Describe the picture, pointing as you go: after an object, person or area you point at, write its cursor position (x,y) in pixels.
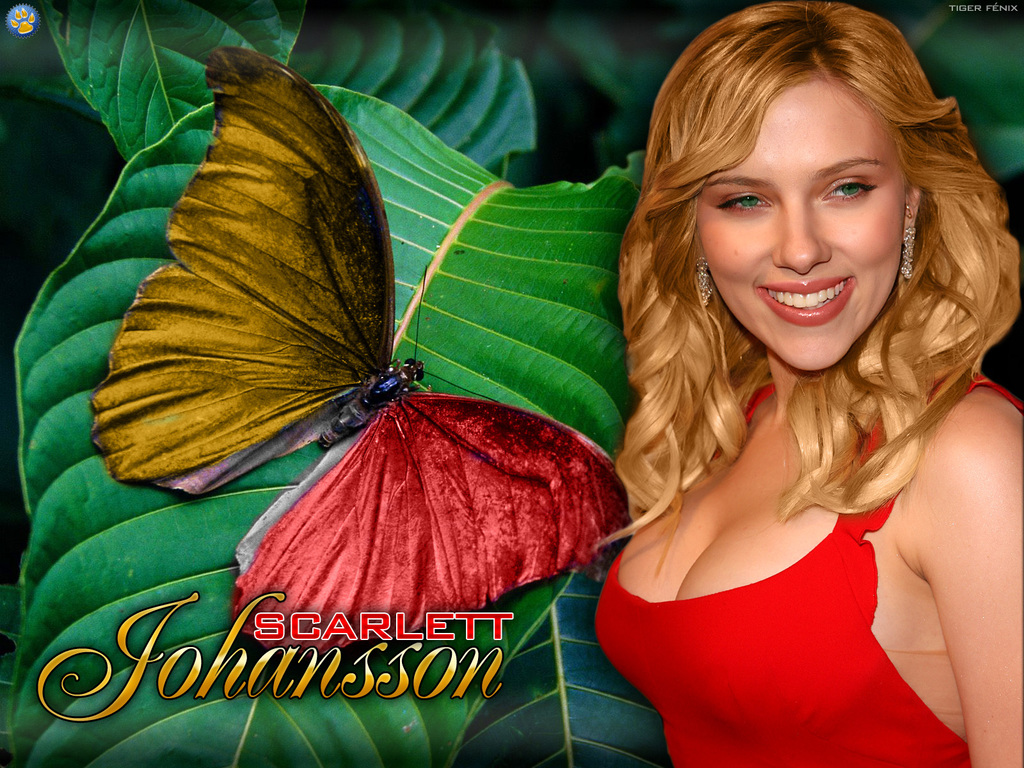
In this image I can see the person (770,642) wearing the red color dress (770,642). To the side I can see the butterfly (234,247) which is in gold and red color. In the background (396,40) I can see the green color leaves (419,61). I can also see the name (371,632) on the image.
